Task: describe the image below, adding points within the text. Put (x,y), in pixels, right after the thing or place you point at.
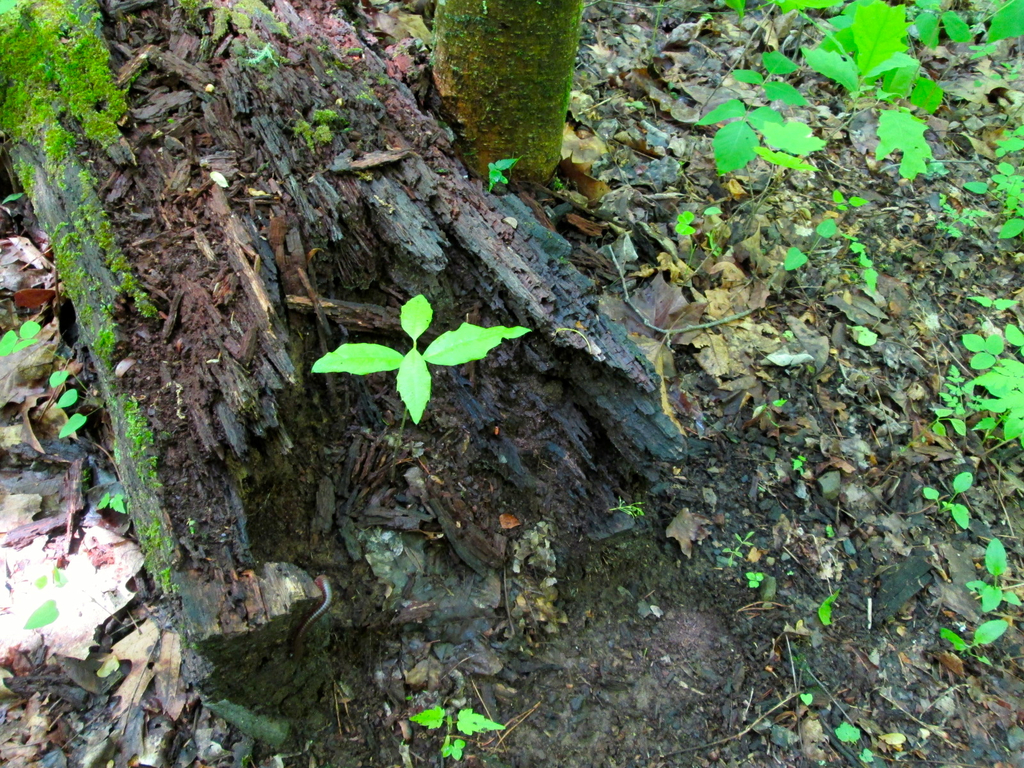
In this image we can see a cut down tree (338,199), truncated tree (476,160), small plants (19,346) and leaves (85,561) are on the ground (396,726).
